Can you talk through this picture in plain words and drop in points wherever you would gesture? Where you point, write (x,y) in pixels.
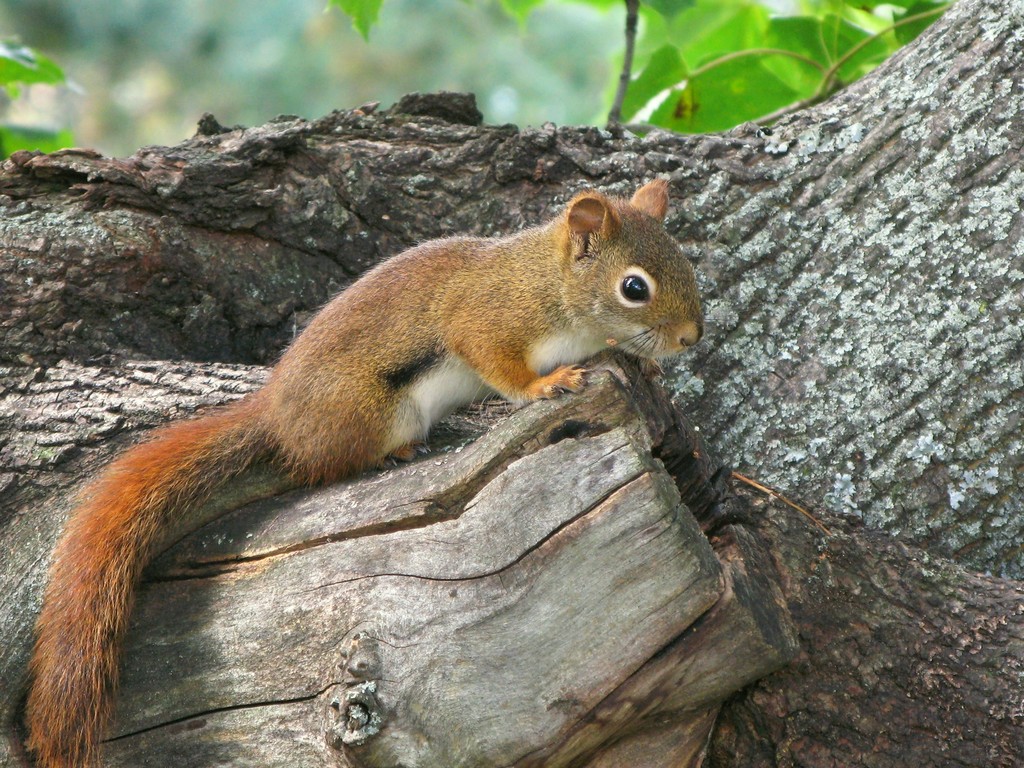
In the picture I can see a brown color squirrel (343,449) standing on the tree trunk (557,479). Here I can see the leaves (657,63) and the background of the image (494,69) is slightly blurred.
